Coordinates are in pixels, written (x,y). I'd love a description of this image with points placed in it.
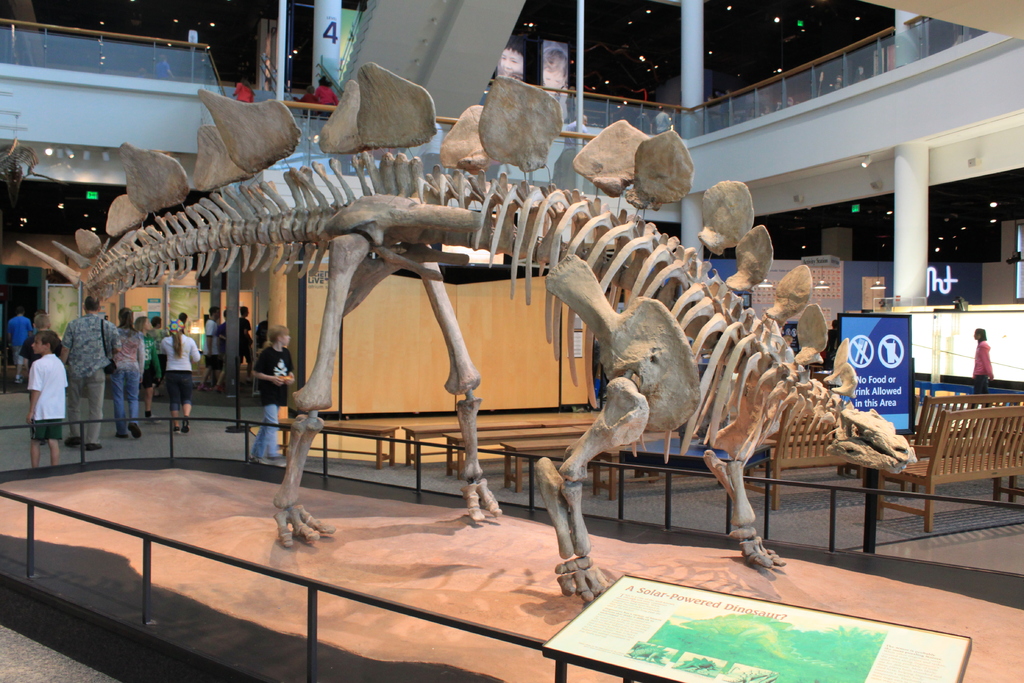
In this picture we can see a skeleton (579,288) of an animal (458,367) on the table (494,540), there are few people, pillars (916,255), chairs (923,421), benches (949,420), lights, exit boards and posters (861,332) with some text (880,395).
